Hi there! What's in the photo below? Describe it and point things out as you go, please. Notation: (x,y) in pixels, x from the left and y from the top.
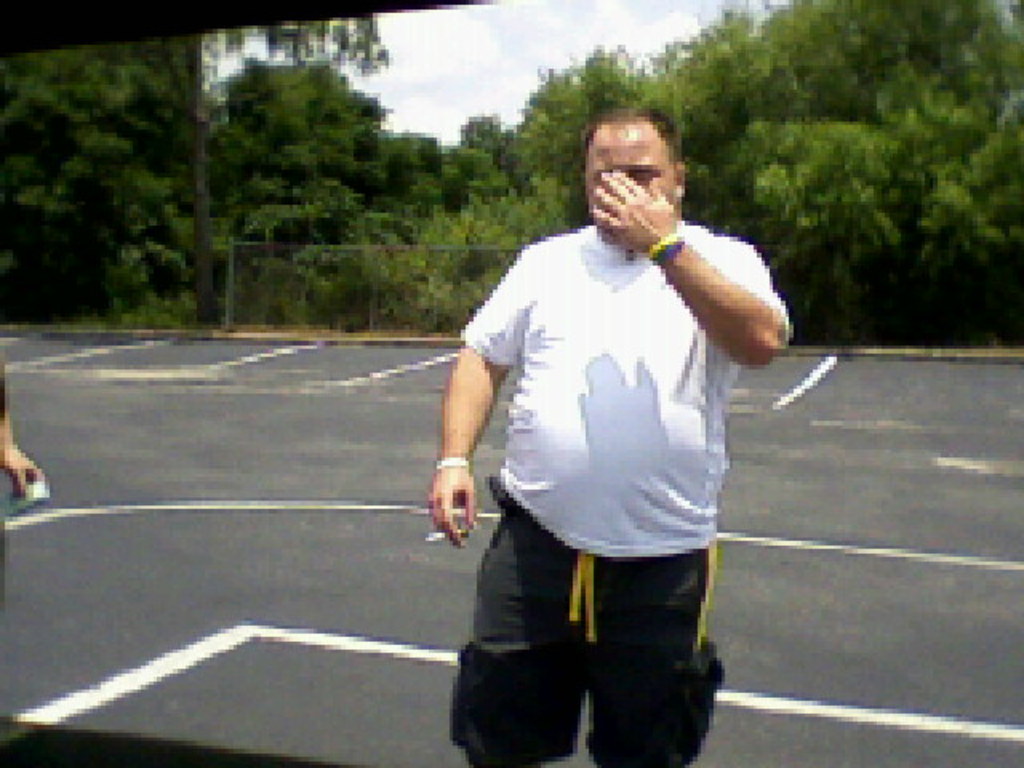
In this image I can see a road (293,527) and on it I can see number of white lines (409,653) and two persons (611,399). I can also see one man (486,373) is holding a cigarette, I can see he is wearing white colour t shirt (654,304) and pant (539,587). In the background (818,15) I can see number of trees (769,112), the sky (677,21) and I can see this image is little bit blurry.
